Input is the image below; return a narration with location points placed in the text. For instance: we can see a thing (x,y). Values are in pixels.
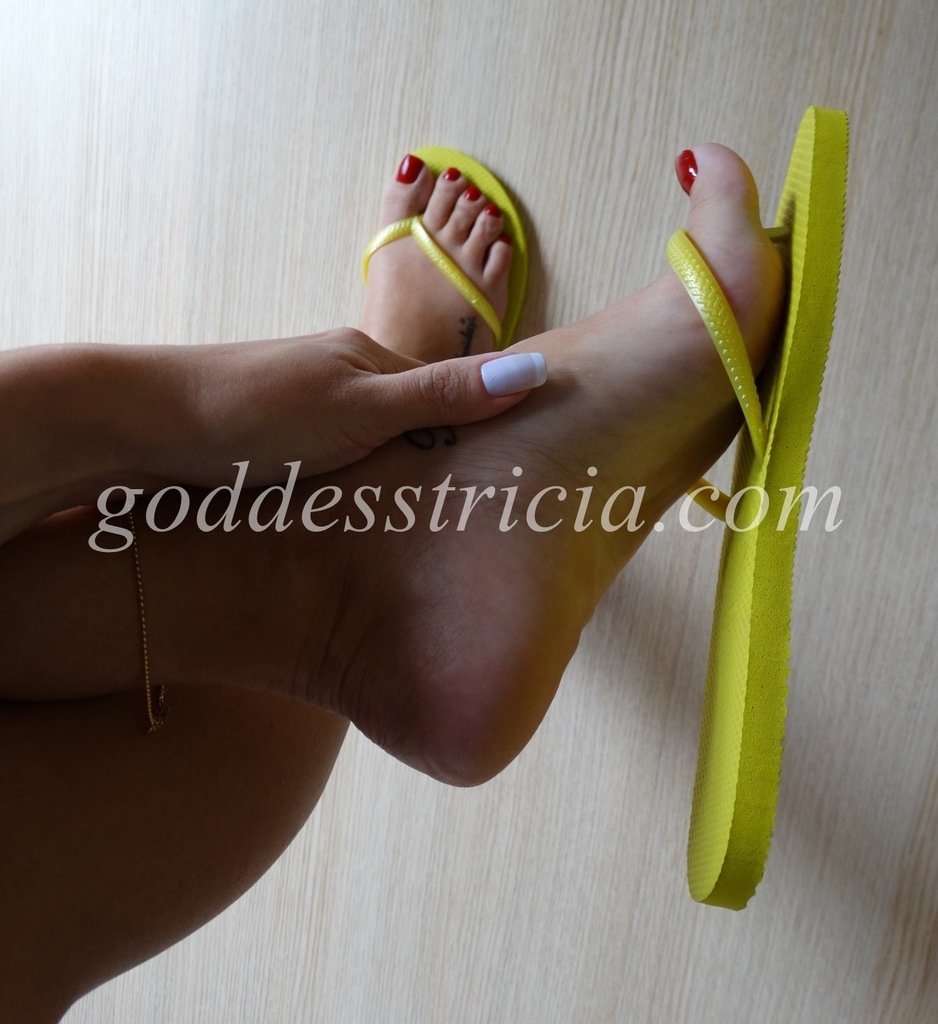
In this picture, we see the legs (402,552) of the girl (437,428) wearing slippers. These slippers (718,299) are in yellow color. We see a red color nail polish (407,166) to her toes (448,240). She is holding the leg (497,545) with her hand (462,406). In the background (376,214), we see a wooden floor (368,155).
